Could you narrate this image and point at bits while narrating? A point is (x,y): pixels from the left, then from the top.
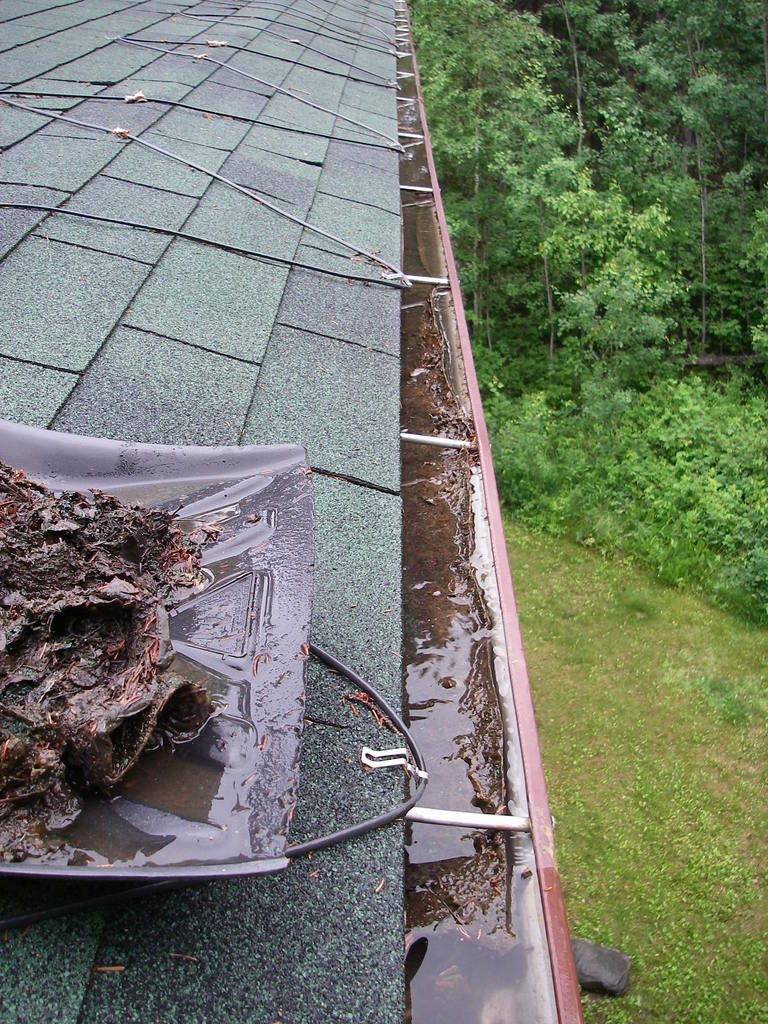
In this image I can see the roof (204,152) of the building (265,161) which is green in color, some water (407,337) and a black colored object (241,610) with something on it. To the right side of the image (693,235) I can see few trees (616,124) which are green in color and the ground (682,754).
